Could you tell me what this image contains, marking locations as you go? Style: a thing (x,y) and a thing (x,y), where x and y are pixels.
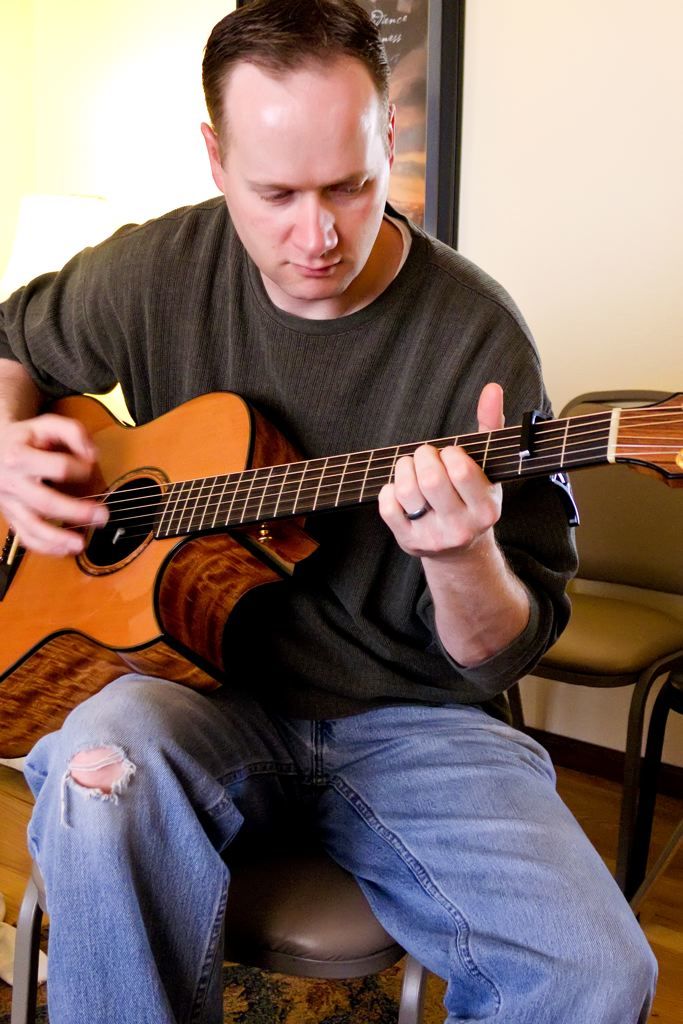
In this picture we can see man (379,732) sitting on chair (386,931) holding guitar (252,485) in his hand (86,506) and playing and in background (79,124) we can see wall (489,110) with frame (410,94).
